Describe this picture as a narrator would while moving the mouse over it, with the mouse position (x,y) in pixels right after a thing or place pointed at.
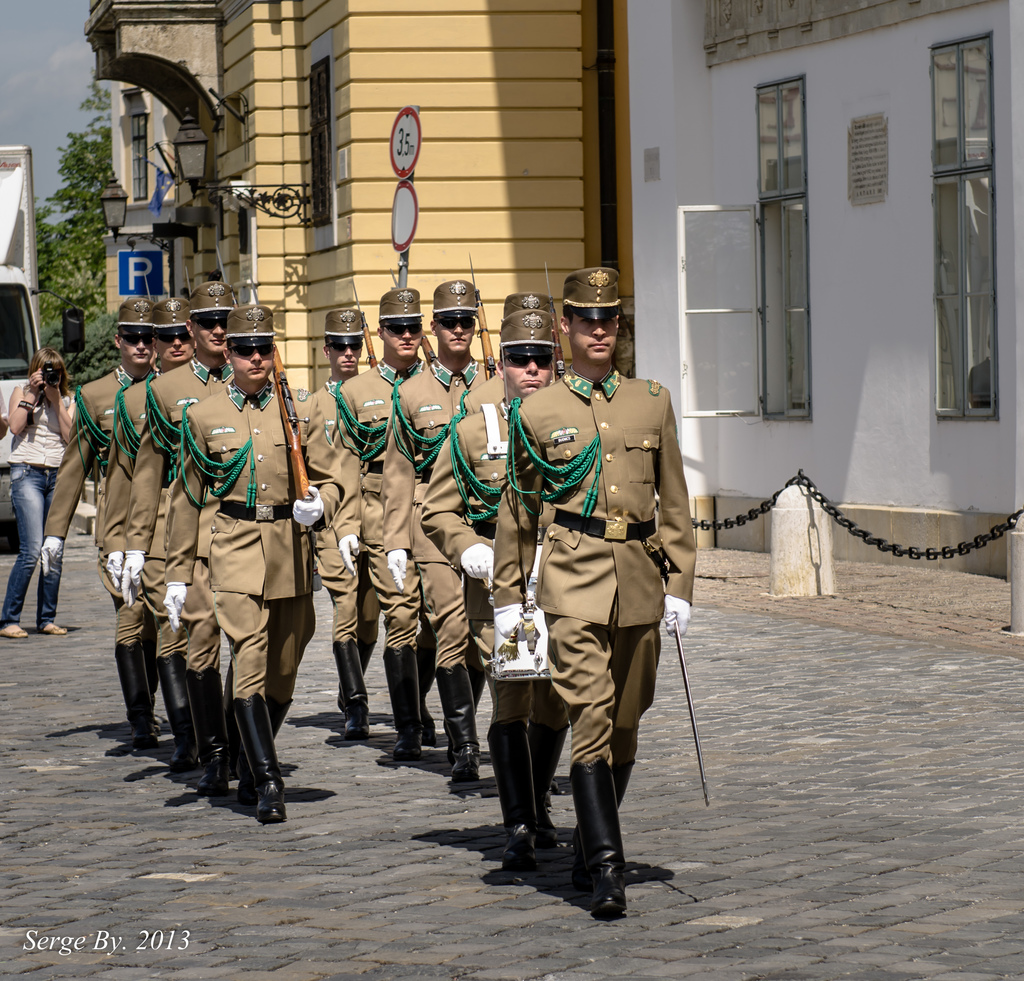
There are persons (582,463) in an uniform (621,758), walking in the lines, on the road (341,863). In the bottom left (58,940), there is a watermark (97,940). In the background (41,412), there is a person (52,396) in white color t-shirt (38,432) holding a camera (42,377) and standing on the road (83,625), there is a fencing (985,540), there are buildings (193,14), there are sign boards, there are trees (54,284) and there is sky (33,70).
